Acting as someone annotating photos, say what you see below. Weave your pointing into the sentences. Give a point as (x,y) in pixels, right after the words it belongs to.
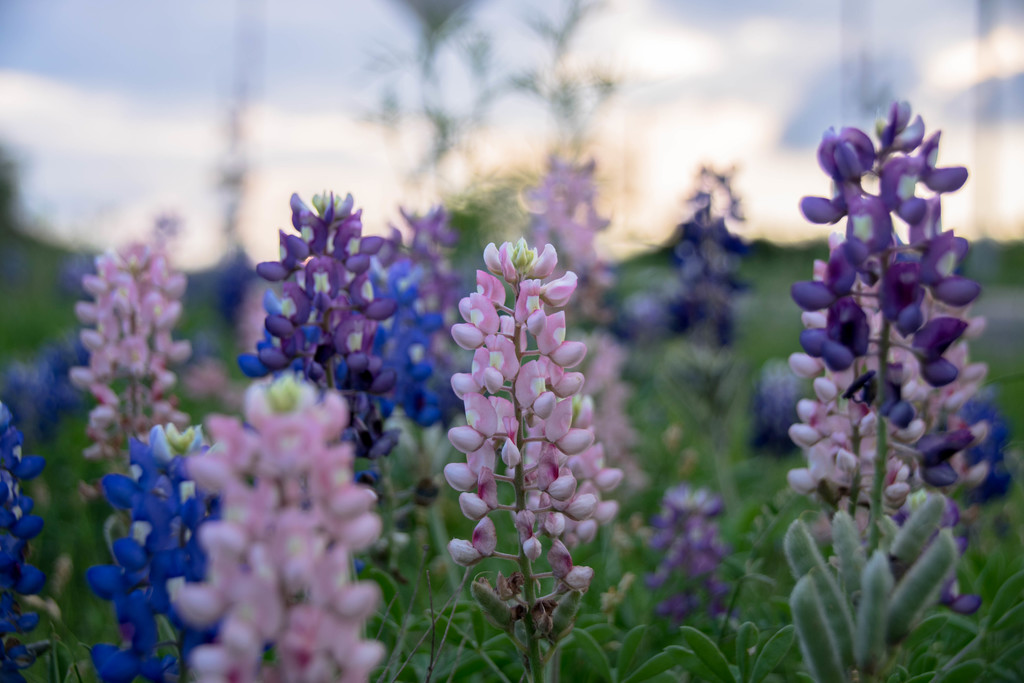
In this image we can see flowers (432,393) to the plants (519,401).
